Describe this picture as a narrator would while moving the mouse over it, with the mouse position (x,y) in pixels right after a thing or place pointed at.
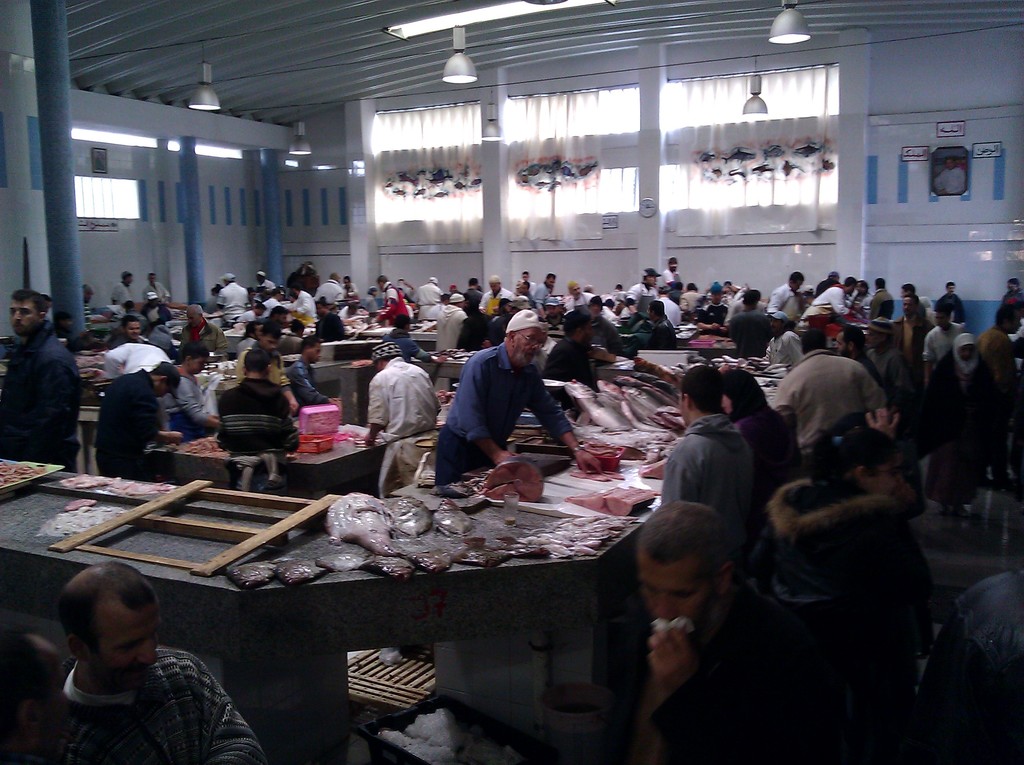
In this image I can see a place (721,190) which looks like a fish market (242,245) where we can see so many people (139,462) cutting the fish (162,485) on table (631,527) around them there are so many people (940,752) standing beside the table (267,727), also there are some lights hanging from the roof (404,95).
